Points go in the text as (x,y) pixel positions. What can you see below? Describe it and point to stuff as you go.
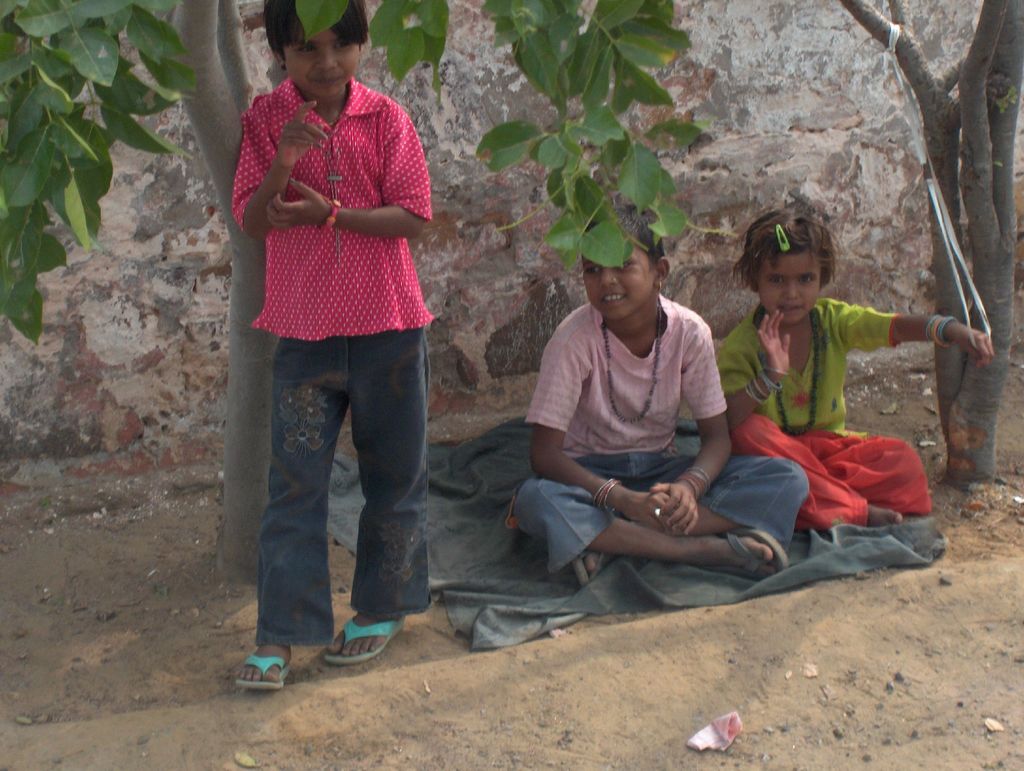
In this image, there are a few people (761,378). Among them, some people (722,517) are sitting on a cloth (523,587). We can see the ground (794,706) with an object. We can see some trees (146,102) and the wall (662,108).
